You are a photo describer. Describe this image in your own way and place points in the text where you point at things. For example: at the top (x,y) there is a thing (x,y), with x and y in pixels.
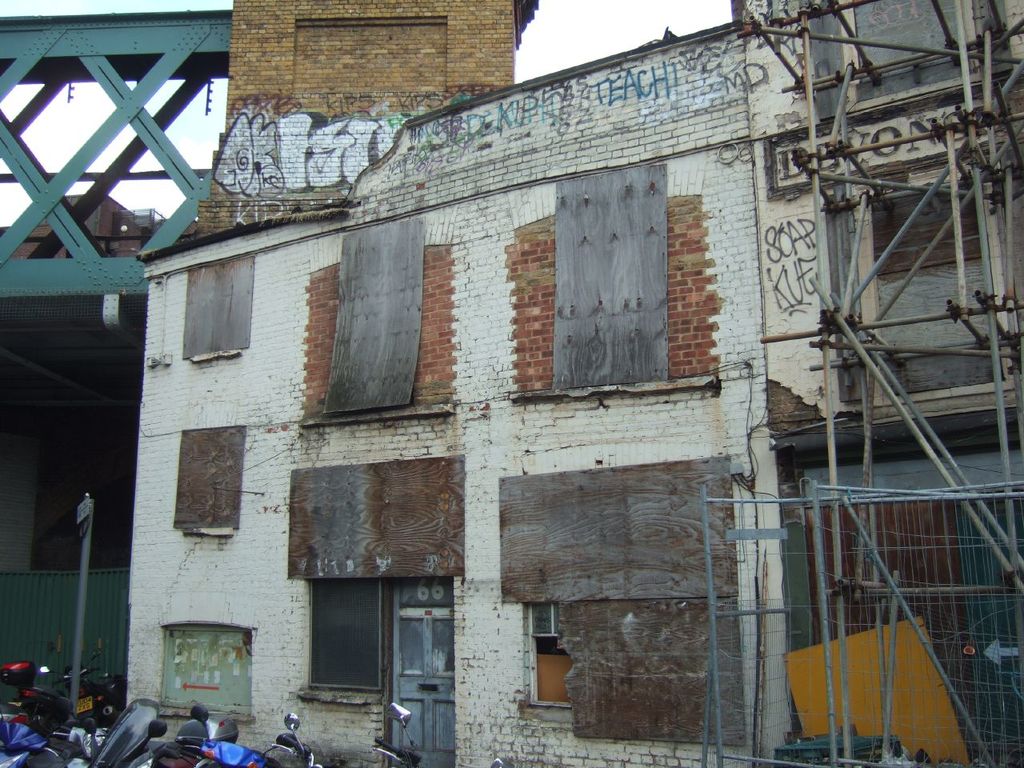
In this picture, it seems like a house structure (466,415) in the center (476,407) and there are vehicles (118,727) at the bottom side (11,665) and a pole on the left side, it seems like a bridge (122,83) at the top side (51,58) and there is a metal structure (882,264) on the right side (884,365).
